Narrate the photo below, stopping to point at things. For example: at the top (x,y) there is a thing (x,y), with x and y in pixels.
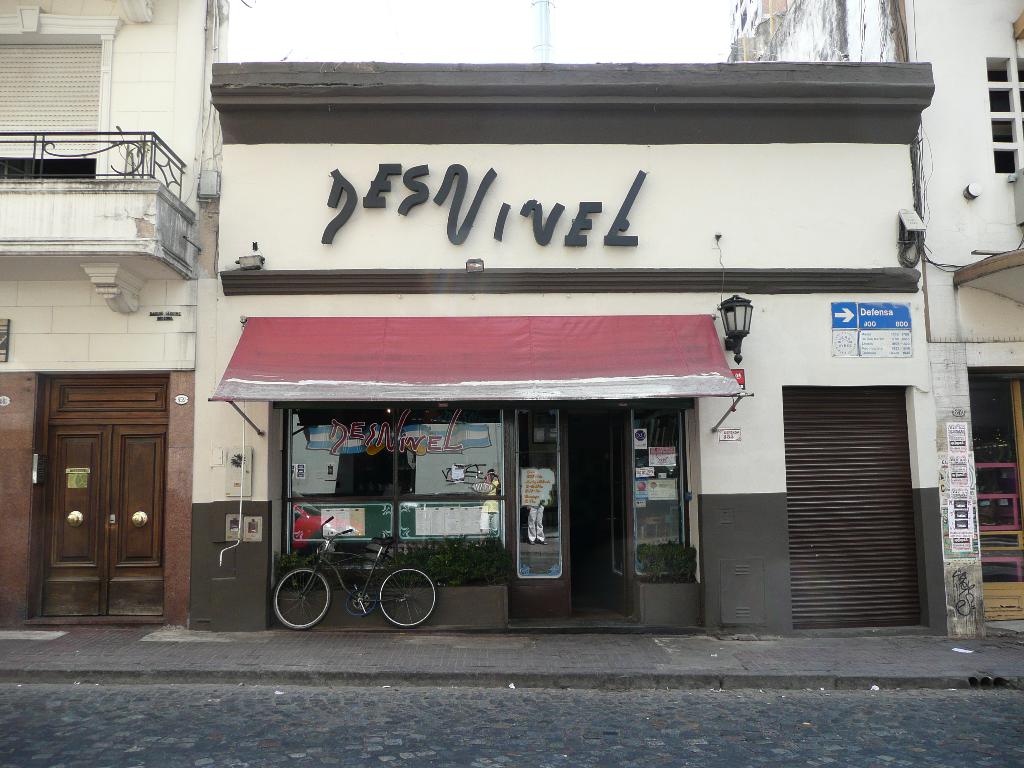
In this image, I can see a shop (423,255) with a name board (575,252), shutter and glass doors (545,502). In front of the shop (488,513), there are plants (473,563) and a bicycle (368,602), which is parked. On the left (87,418) and right side of the image (950,283), there are buildings (68,203). In the background (467,30), I can see the sky (391,38). At the bottom of the image (306,693), I can see a pathway (285,666) and the road (518,745).
